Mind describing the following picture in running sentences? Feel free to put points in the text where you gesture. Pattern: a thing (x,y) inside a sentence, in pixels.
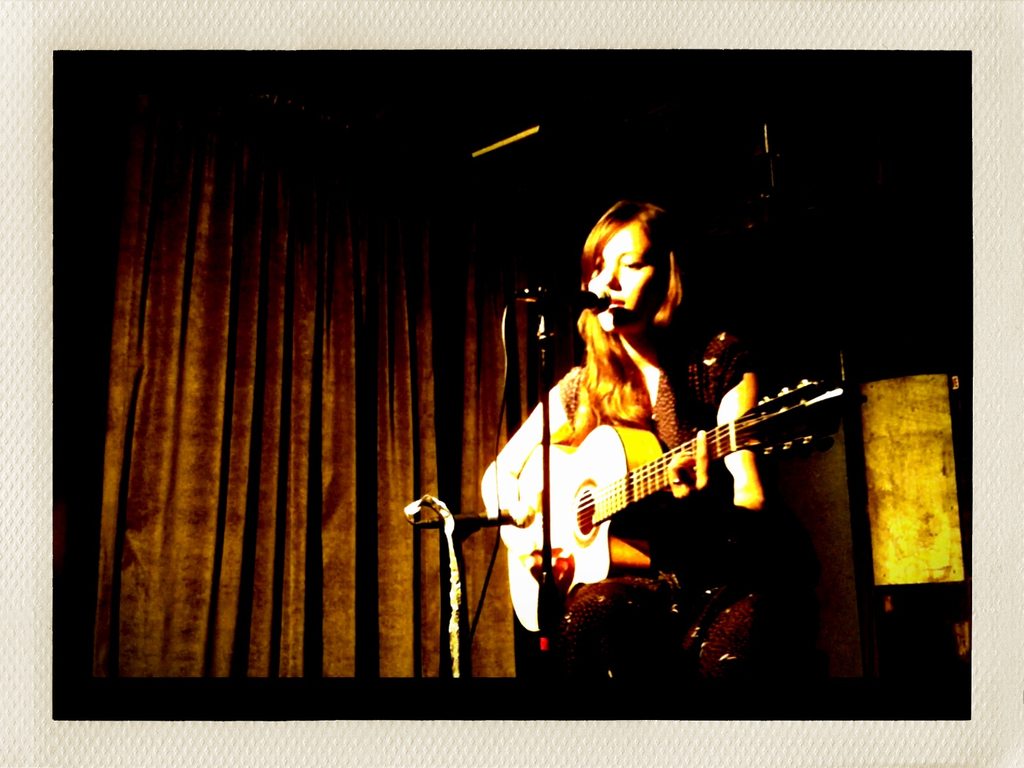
Here is a woman (694,461), she is singing a song, she is holding guitar (786,448) with her hands (700,443). To the left of the woman (603,391) there is a curtain (413,336), there is a light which is covering the woman (592,331) and in front of the woman (600,320) there is a mike (595,307).
